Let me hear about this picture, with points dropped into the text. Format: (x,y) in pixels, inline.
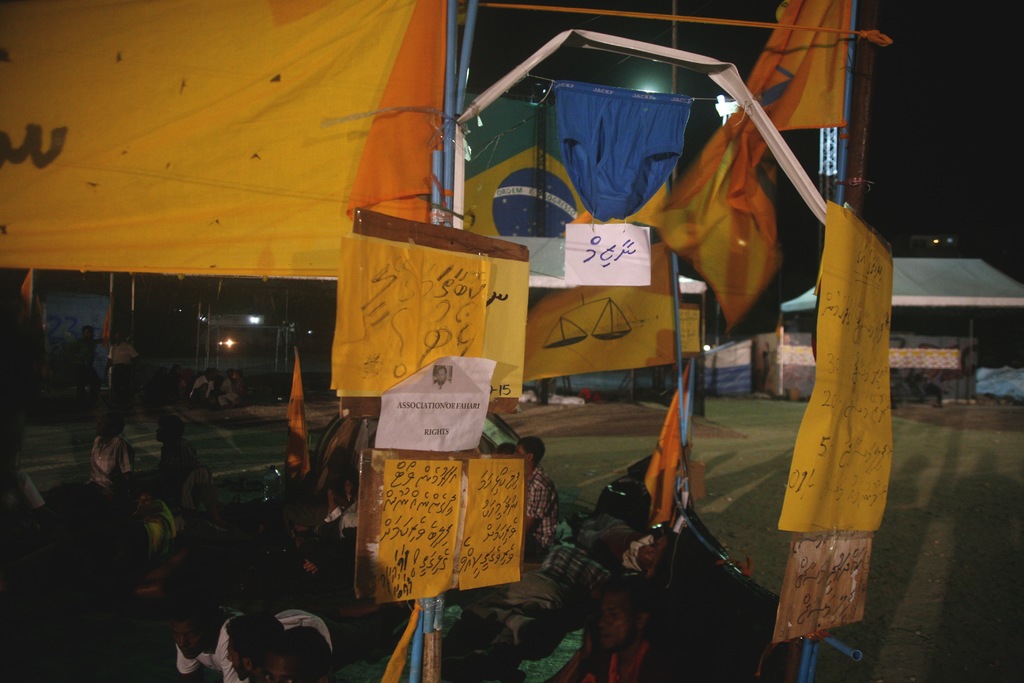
In this image in the front (481,371) there are posters (442,411) with some text (842,415) written on it. In the center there are persons (326,482) sitting and in the background (976,518) there are shelters (959,314) and there are lights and there is grass (943,495) on the ground (763,495).
